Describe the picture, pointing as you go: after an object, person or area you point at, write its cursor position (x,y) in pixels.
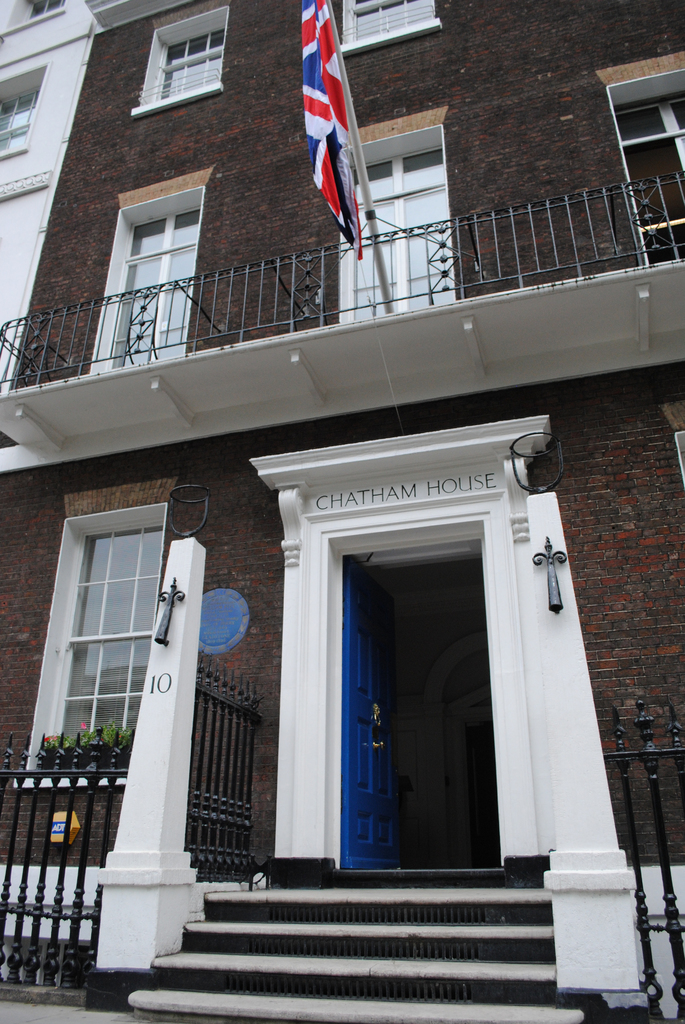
In this image we can see a building (397,450). On the building (442,438) we can see a group of windows (380,222) with glass (393,211), a door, some text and a flag (342,130). On the left side (96,780), we can see few houseplants (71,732) and a fencing (92,775) and on the right (652,755) we can see a fence (636,865). At the bottom (446,977) we can see the stairs (472,990) and pillars (631,876).
